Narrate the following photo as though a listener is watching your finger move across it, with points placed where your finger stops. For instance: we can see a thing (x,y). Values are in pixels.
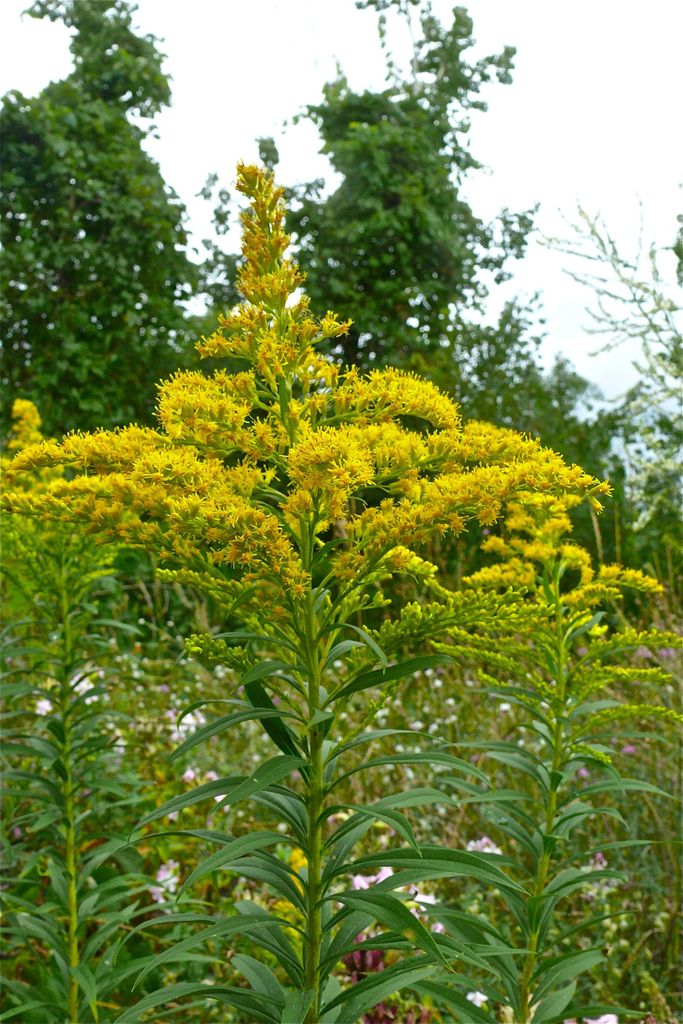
In this image I can see many plants (290,745) along with the flowers (346,568). In the background (365,285) there are some trees (410,209). At the top of the image (607,117) I can see the sky (597,99).
